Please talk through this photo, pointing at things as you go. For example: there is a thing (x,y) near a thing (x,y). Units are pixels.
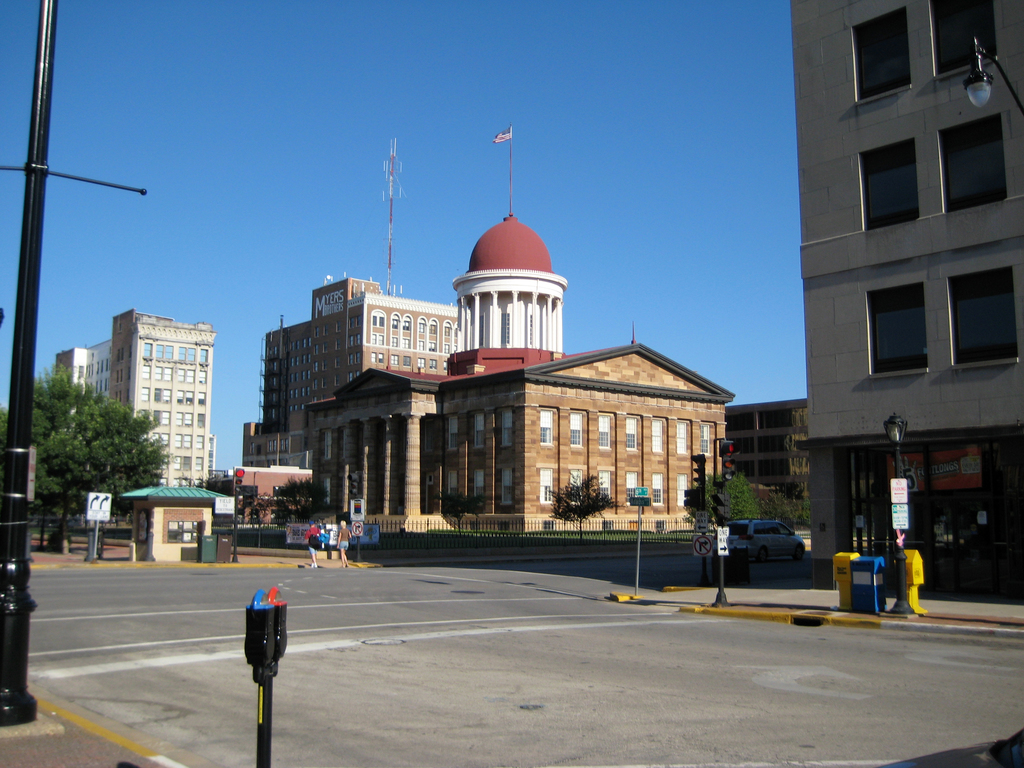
In the middle of the image (360,506) we can see some poles (13,517) and sign boards (644,499). Behind them there are some trees (41,410), plants (75,400) and buildings (398,404). In the middle of the image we can see some vehicles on the road (469,563) and few people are walking. At the top of the image (325,175) there is sky (463,194).
